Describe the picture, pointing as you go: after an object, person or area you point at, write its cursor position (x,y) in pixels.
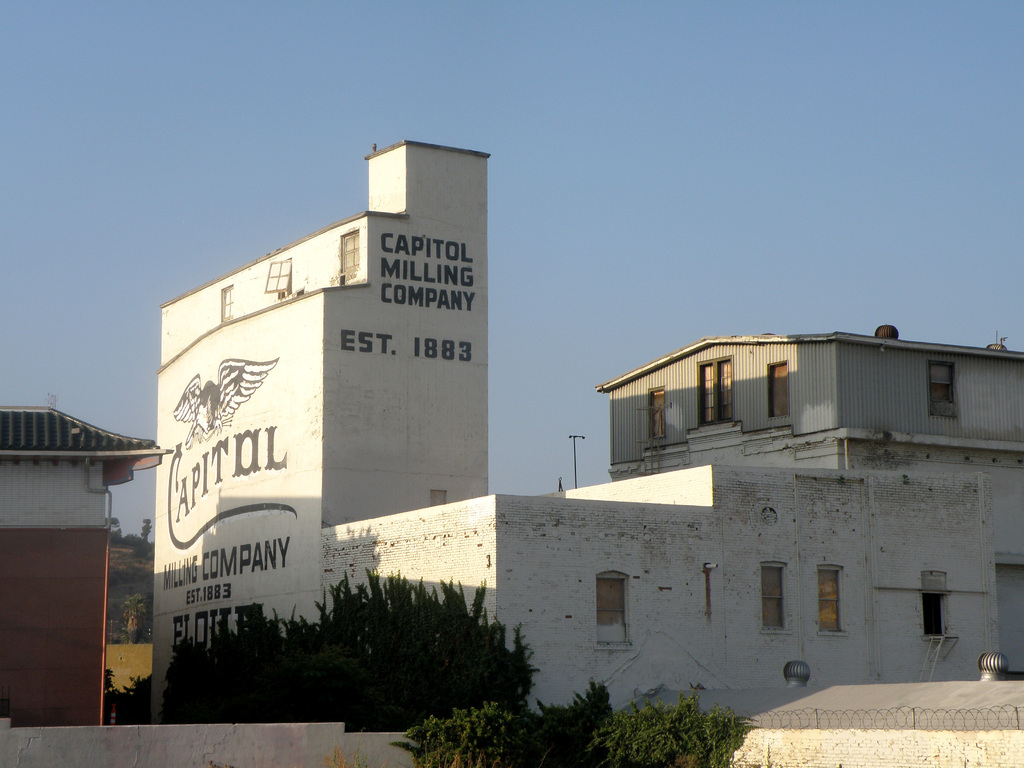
In this image we can see two houses (778,498), one building (319,449), one pole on the building (437,530), one object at the top of the building (382,324), one pole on the wall (99,741) on the left side of the image (107,520), one fence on the wall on the right side of the image (983,720), two objects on the right side of the image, one ladder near the window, two objects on the house roof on the right side of the image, some trees (138,695), bushes (135,707), plants (120,705) and grass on the ground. In the background (976,319) there is the sky (1001,224).
